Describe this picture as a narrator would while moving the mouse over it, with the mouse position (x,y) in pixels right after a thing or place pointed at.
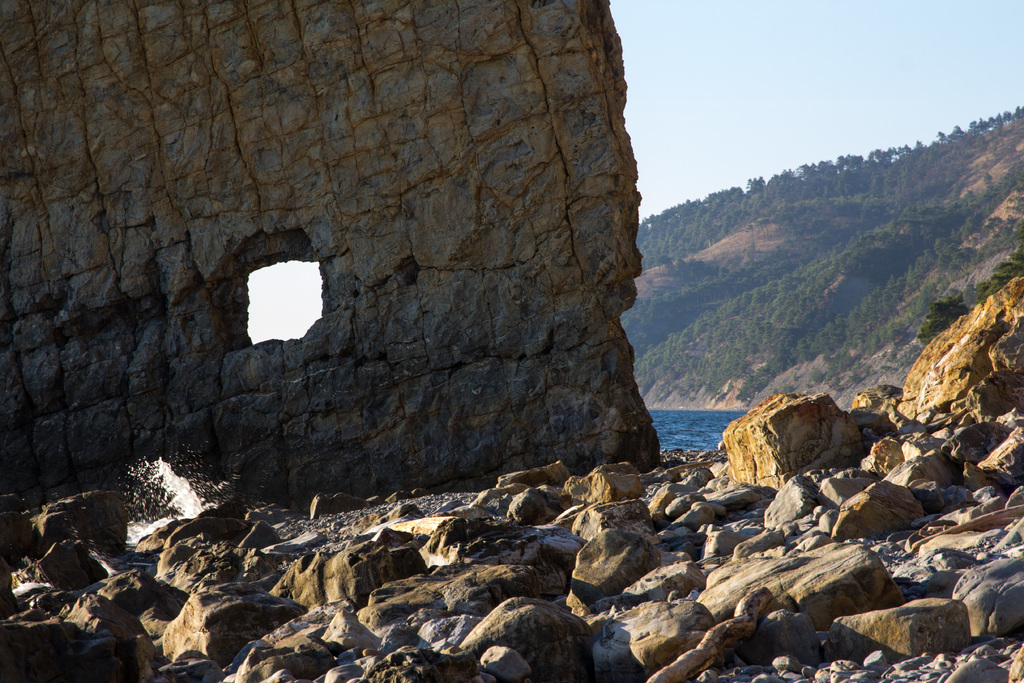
In this image there are so many stones (759,631) and stone wall (16,169) in front of that behind the wall (75,478) there is so much of water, also there is a mountain (671,313) at the right (717,267) with so many trees (791,283).
